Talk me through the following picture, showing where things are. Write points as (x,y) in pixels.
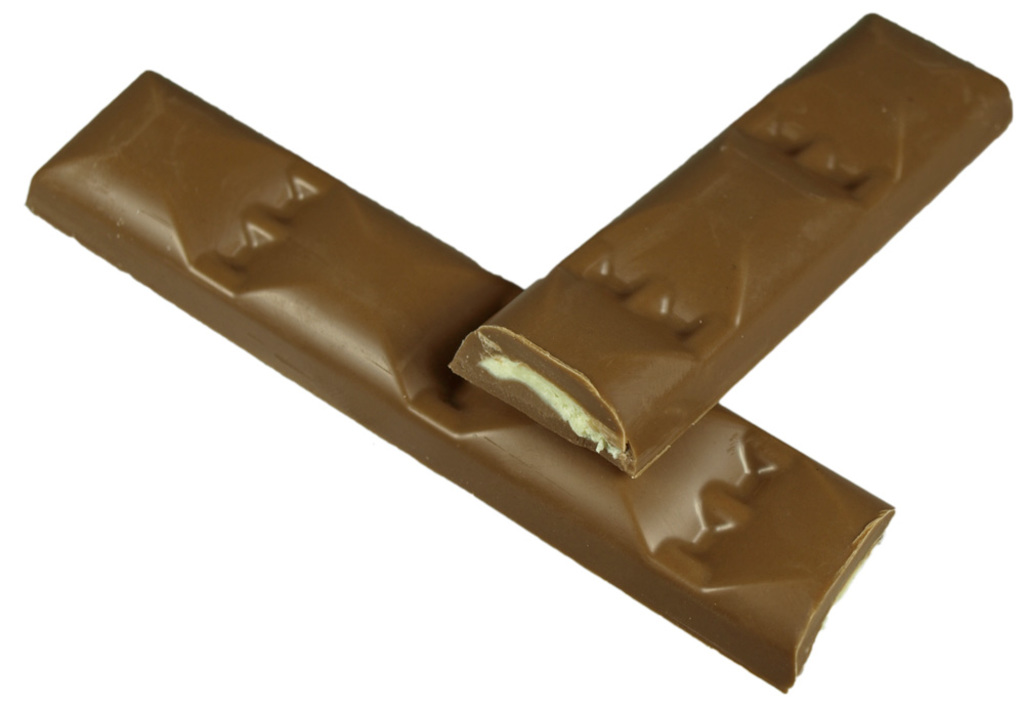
In this image I can see two chocolate bars (628,286). The background (310,613) is white in color. This image is taken may be in a room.
